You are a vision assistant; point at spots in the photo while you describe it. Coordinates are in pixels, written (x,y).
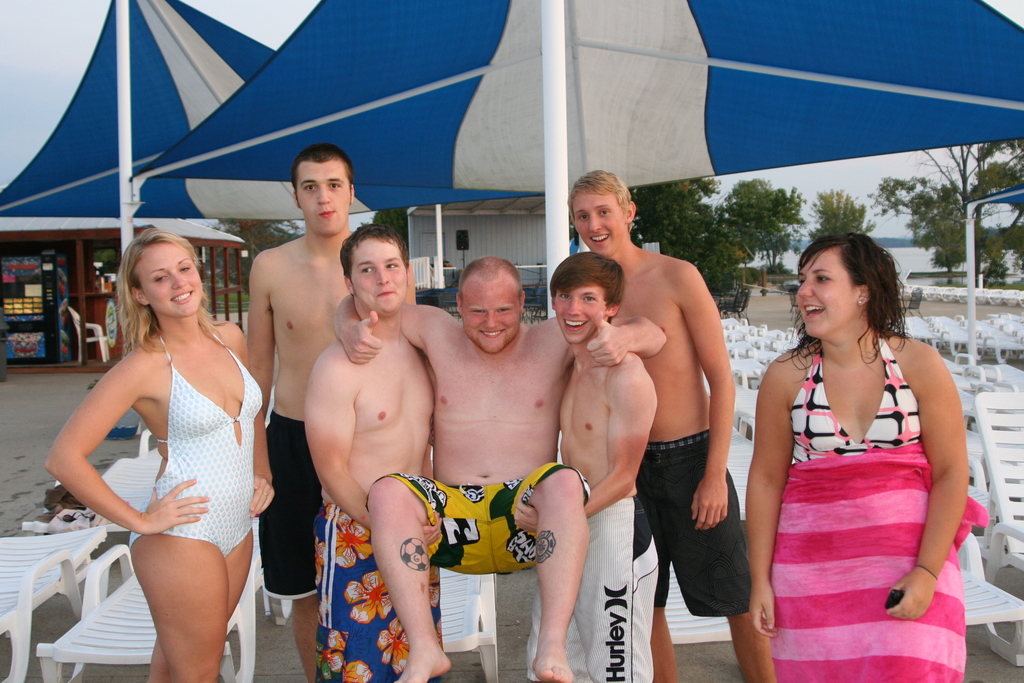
In the middle of the image (362,261) few people (592,200) are standing and smiling. Behind them we can see some chairs (1009,316), umbrellas (120,195), tents (105,198), trees (986,239) and sheds (45,222).
